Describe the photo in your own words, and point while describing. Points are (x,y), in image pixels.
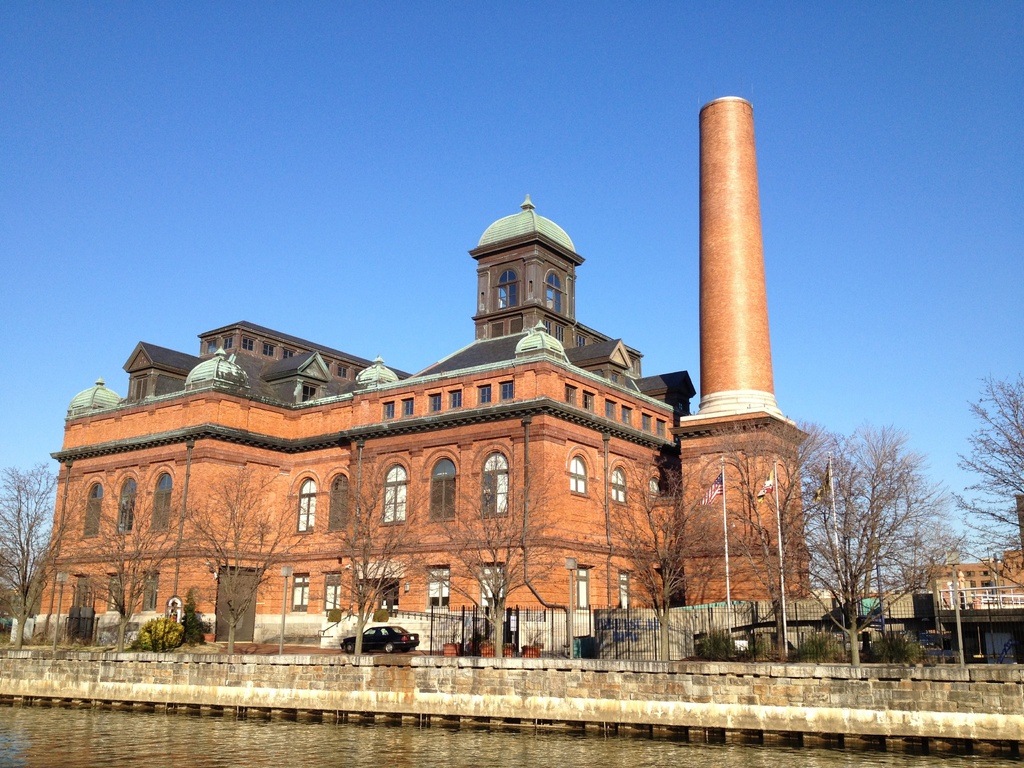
In this image we can see a building (409,488) which is in orange color. In front of it trees (494,554) are present. Bottom of the image (234,730) lake (327,740) is there and fencing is there. Behind the fencing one car (392,630) is present.
